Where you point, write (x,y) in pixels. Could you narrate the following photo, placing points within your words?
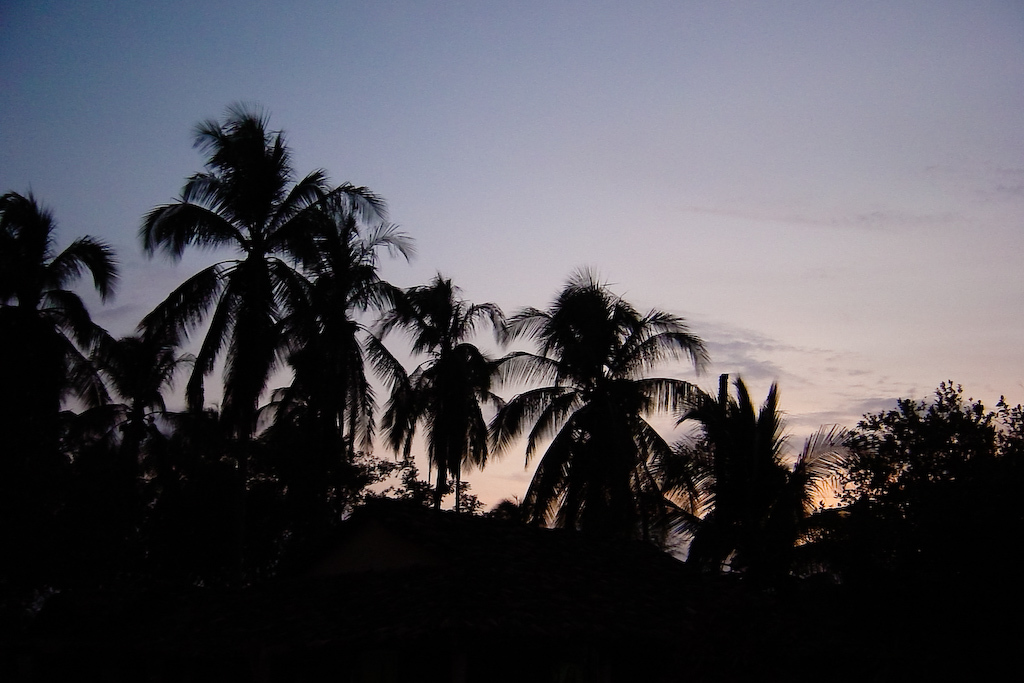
In this image I can see the dark picture in which I can see few trees (273,450) and in the background (875,253) I can see the sky (720,199).
